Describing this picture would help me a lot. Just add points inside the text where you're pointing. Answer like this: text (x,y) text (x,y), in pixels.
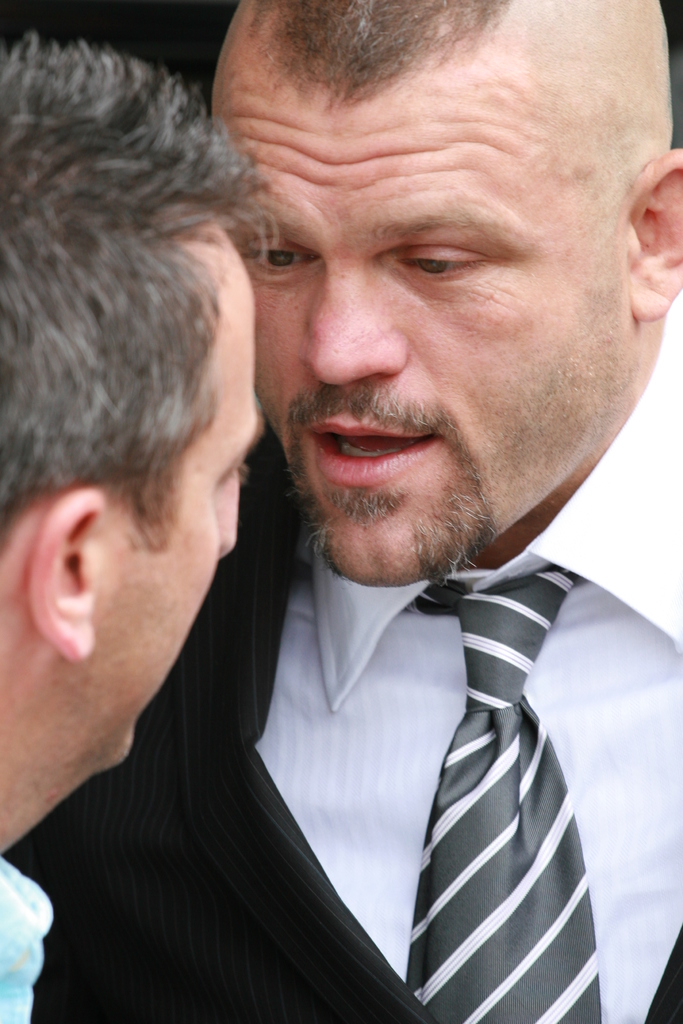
There is one man (465,789) wearing a white color shirt (348,700) and a black color blazer (268,845) is in the middle of this image (397,433). We can see another person (68,443) is on the left side of this image (69,531).
